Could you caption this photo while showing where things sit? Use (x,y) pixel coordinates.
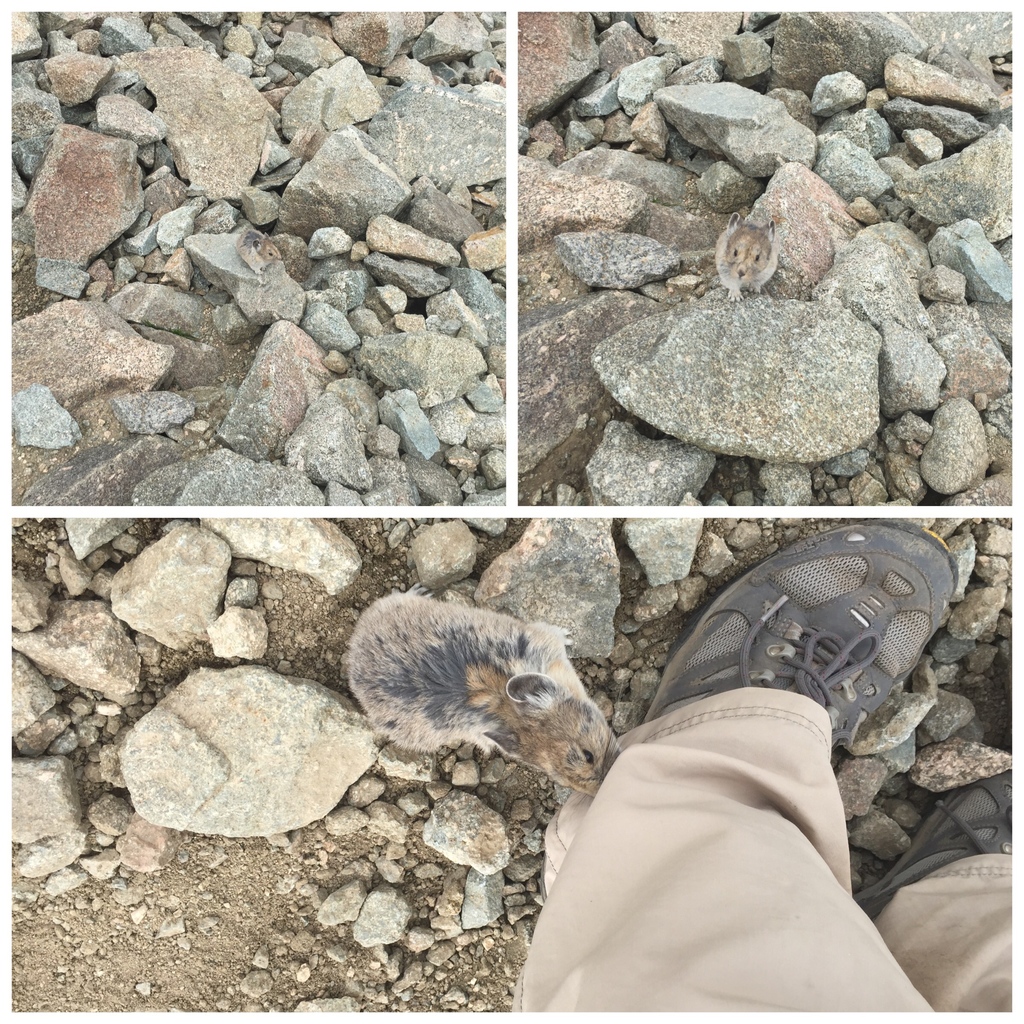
This is collage picture, in this pictures we can see stones (789,192), pikas (447,665) and persons legs (979,989).
